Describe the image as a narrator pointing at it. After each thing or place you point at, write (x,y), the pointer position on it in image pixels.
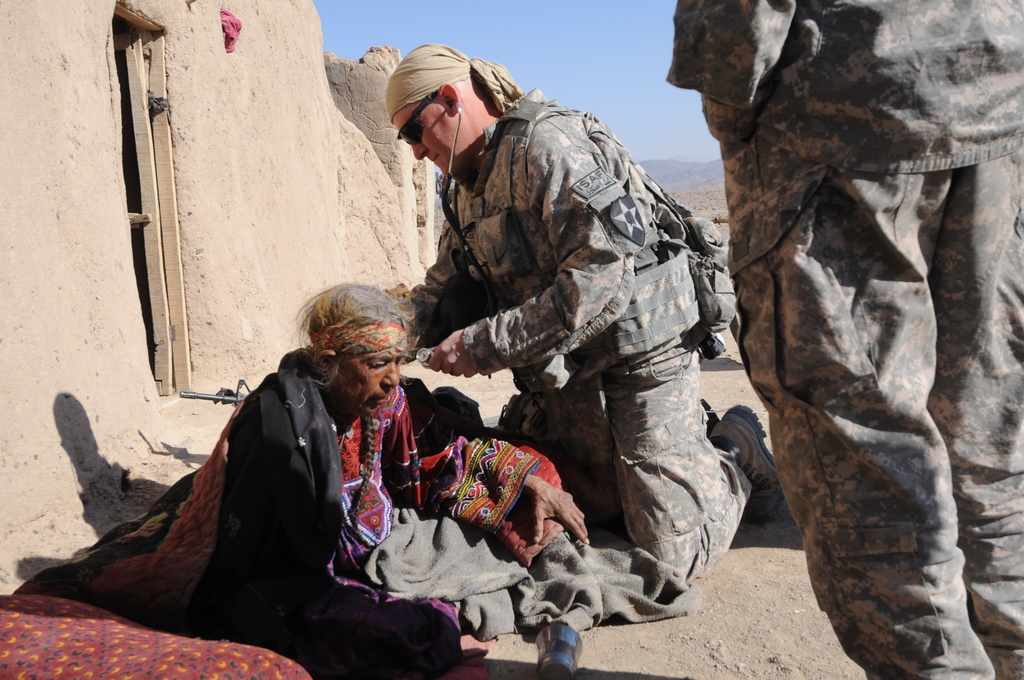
In this image we can see a two persons (558,356) in the middle (627,317) and among them a person (439,340) is holding an object (430,354). On the right side (852,113), we can see a person (857,380) truncated. On the left side (123,310), we can see a wall (250,126) of a house (96,318). At the top (549,41) we can see the sky (509,68).
